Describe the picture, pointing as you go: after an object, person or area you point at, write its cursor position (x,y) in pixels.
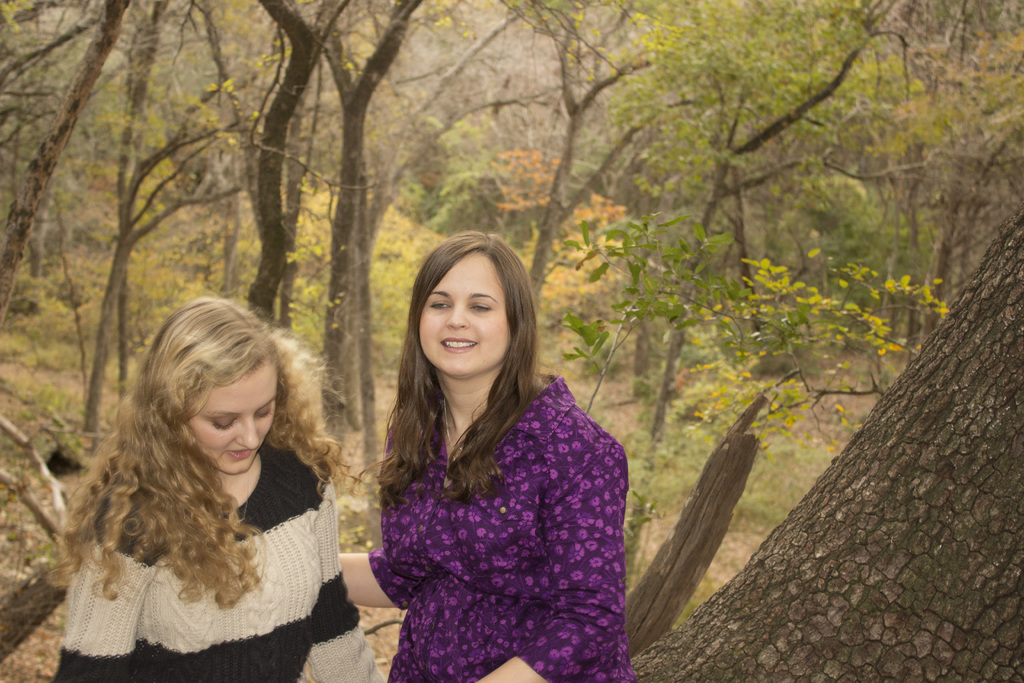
In this image I can see on the left side (263,460) a woman (223,501) is looking down. She wore black and white sweater (280,588), in the middle (407,445) a beautiful woman (475,537) is smiling. She wore purple color shirt (524,545), behind her there are trees (744,201) with green leaves (697,111).
